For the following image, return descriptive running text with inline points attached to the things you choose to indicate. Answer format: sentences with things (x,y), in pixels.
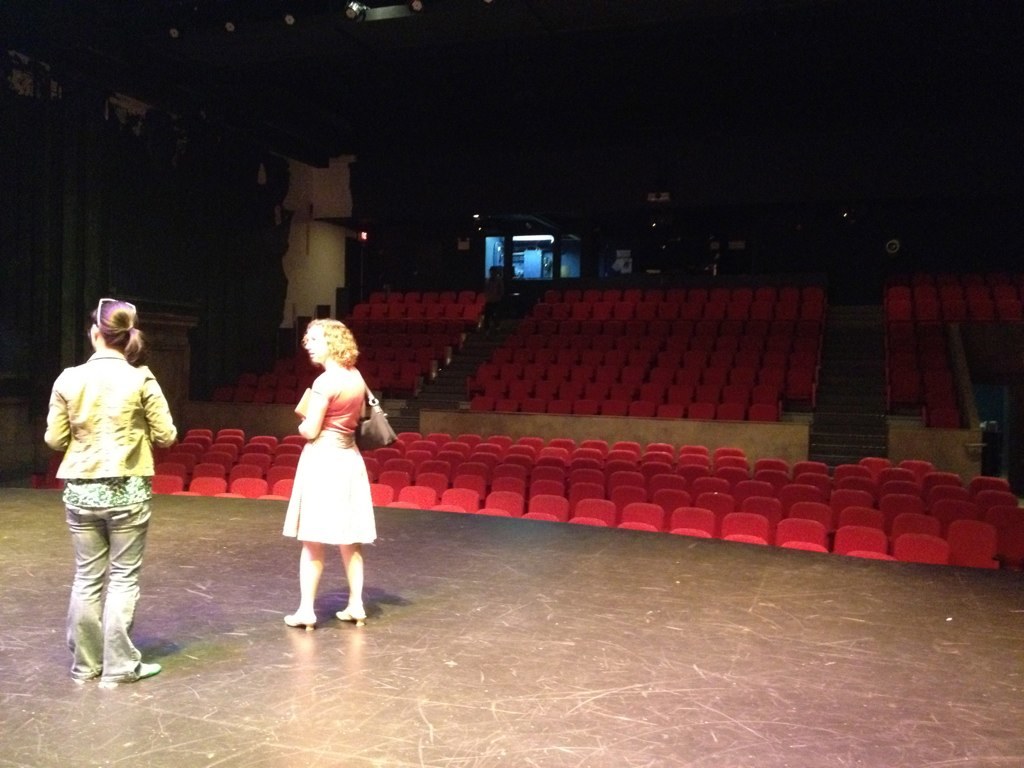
In this picture, we see two women (373,528) are standing on the stage (364,549). Behind them, we see many red color chairs (696,459). In the background (322,268), we see a pillar (305,257) and a window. It is dark in the background (780,155). This picture is clicked in the auditorium (595,656).
